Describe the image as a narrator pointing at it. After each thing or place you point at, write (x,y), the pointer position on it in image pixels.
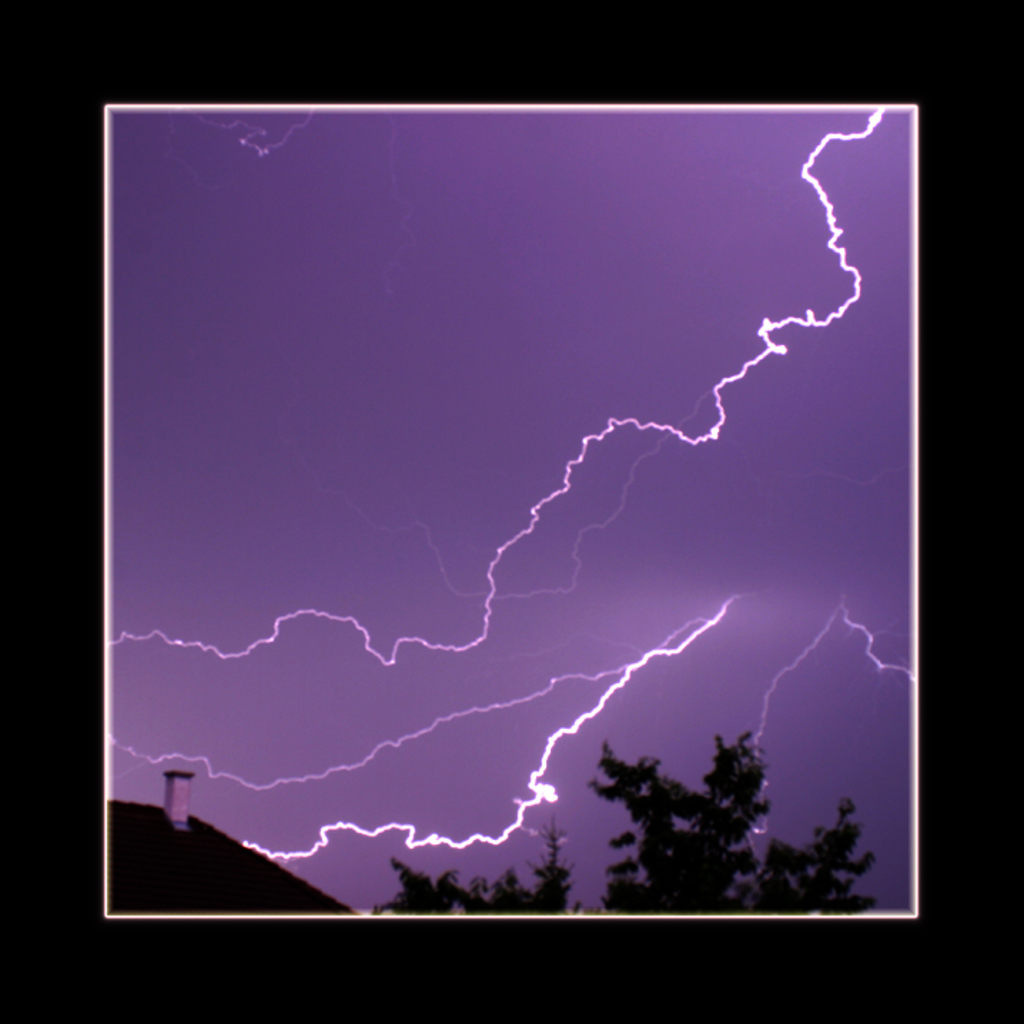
This is an edited picture where I can see a house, tree (616,886), and in the background (571,718) there are thunders (536,515) in the sky (483,456).
